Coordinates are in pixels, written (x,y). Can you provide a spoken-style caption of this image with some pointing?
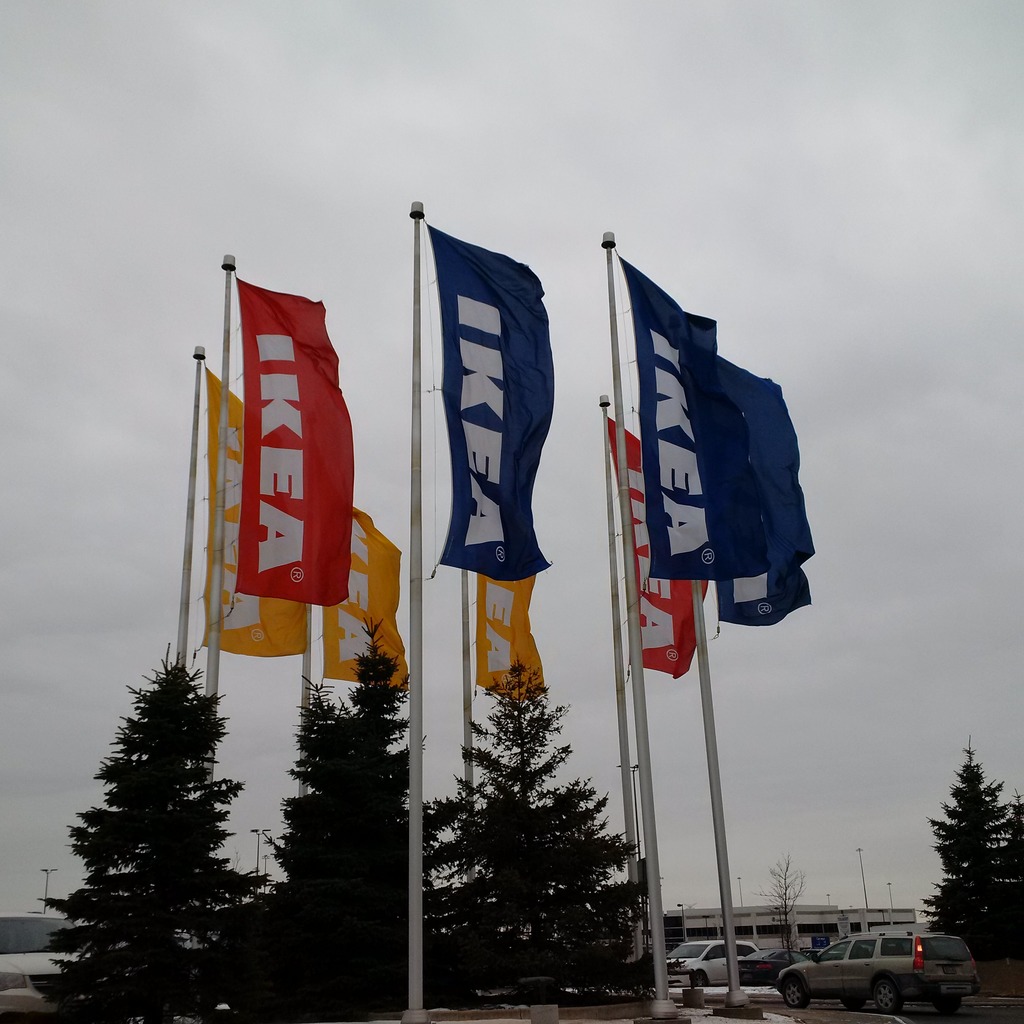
In this image I can see few white colored poles (412,812) and flags (505,428) attached to them, few trees (460,926), few cars (747,979) on the road (898,1010) and in the background (762,940) I can see a building (763,938) and the sky (744,898).
